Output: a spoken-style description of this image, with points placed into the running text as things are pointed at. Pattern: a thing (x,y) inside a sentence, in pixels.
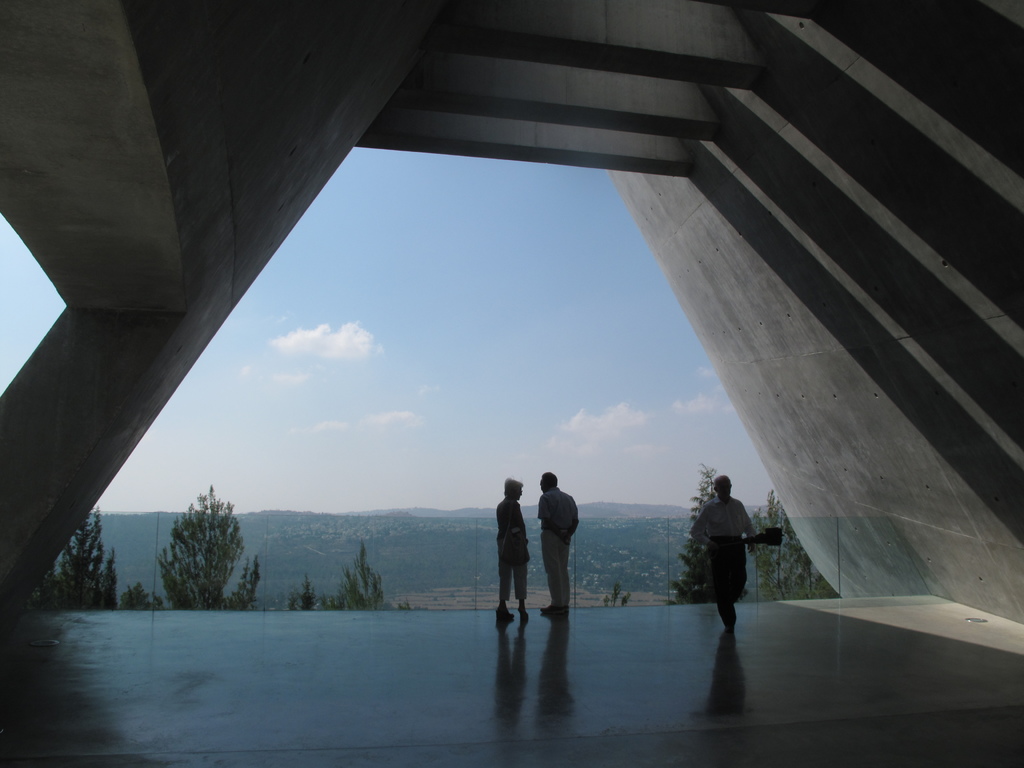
In this picture, there is a cement architecture (781,259). At the bottom (734,532), there are people (512,522). One of the person (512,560) is holding a bag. In the background (394,532), there are trees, hills (479,553) and sky (509,414) with clouds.
